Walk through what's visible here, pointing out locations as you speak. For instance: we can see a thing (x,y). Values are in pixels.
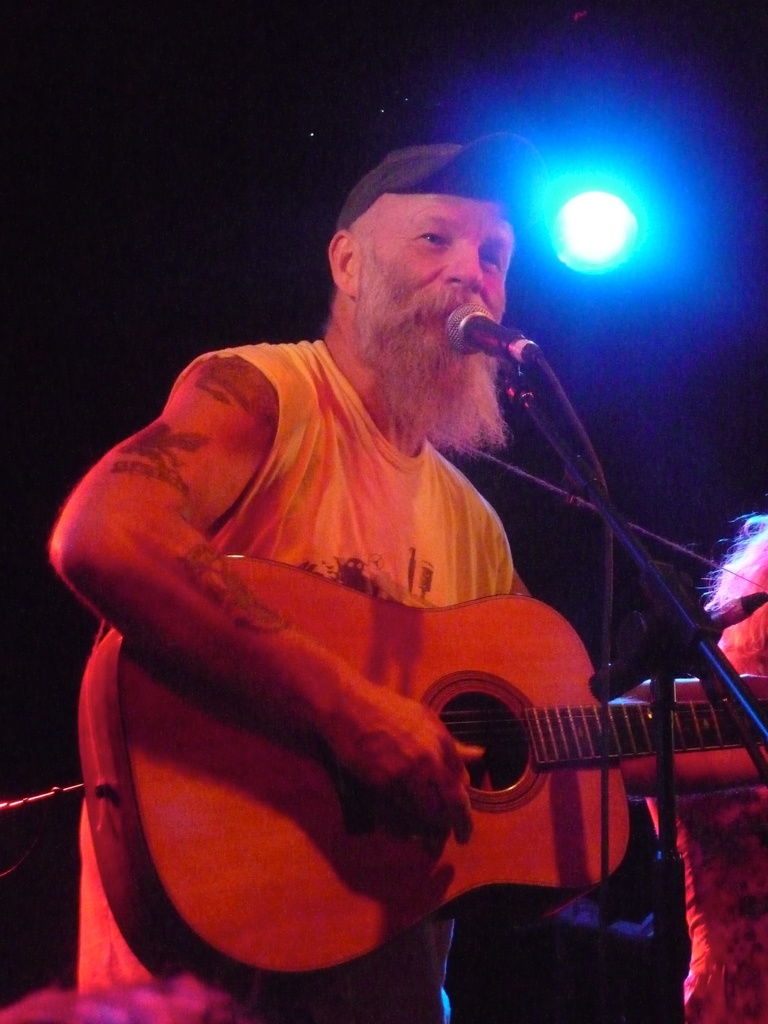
In this image there is a person (313,413) standing and playing guitar (457,715). In the front (459,335) there is a microphone (452,342) at the back (729,867) there is another person (709,961). At the top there is a light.
